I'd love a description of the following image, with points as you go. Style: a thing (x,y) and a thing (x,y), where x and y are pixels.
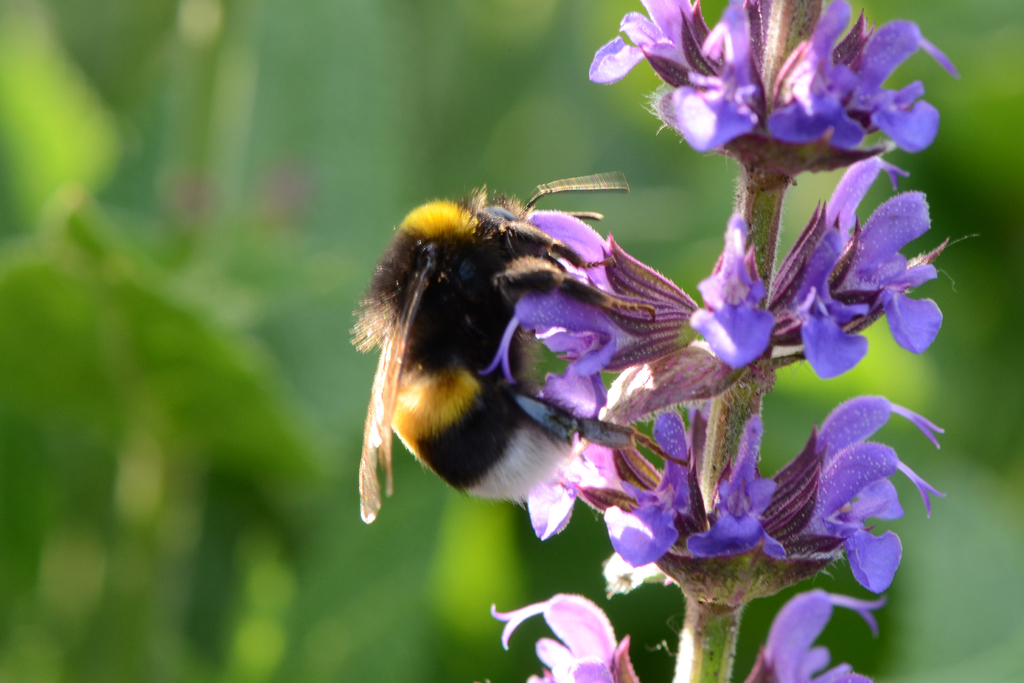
In this picture I can see flowers (833,205) in front which are of purple color and they are on a stem (768,268) and I can see a bumblebee (485,205) near to a flower (582,248). I see that it is totally green and blurred in the background (251,108).
